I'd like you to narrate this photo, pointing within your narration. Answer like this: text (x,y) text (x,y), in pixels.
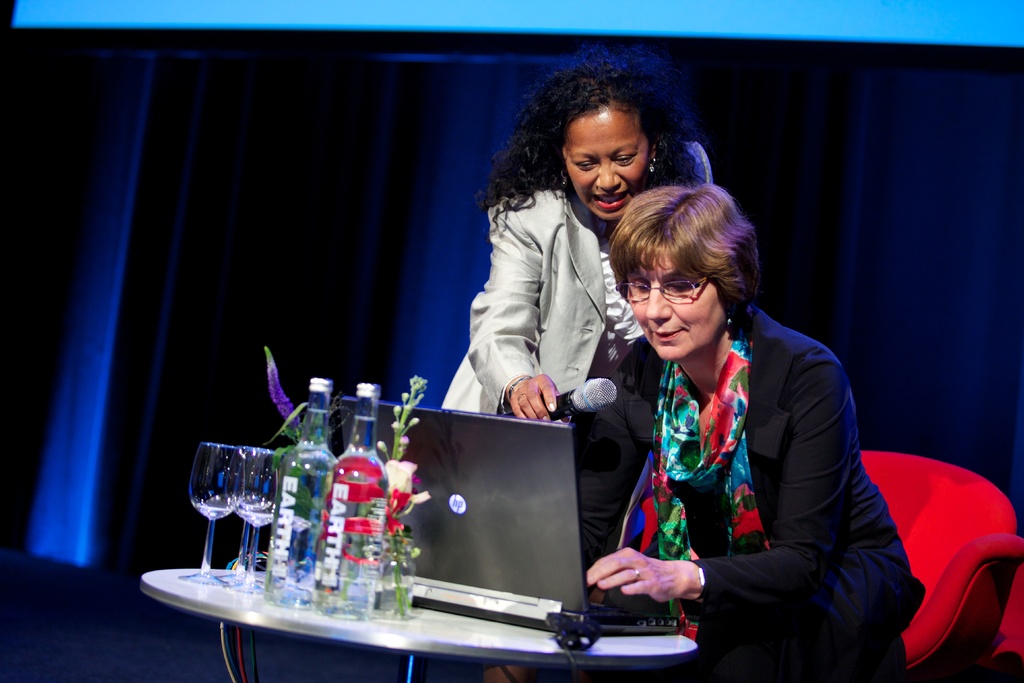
In the image we can see there are women (641,255) and the woman (664,585) is operating the laptop (523,593) which is kept on the table (385,630) and there are water bottles (297,519) and wine glasses (229,478) on the table (266,616). Another woman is standing and holding mic (587,402) in her hand (553,407).
